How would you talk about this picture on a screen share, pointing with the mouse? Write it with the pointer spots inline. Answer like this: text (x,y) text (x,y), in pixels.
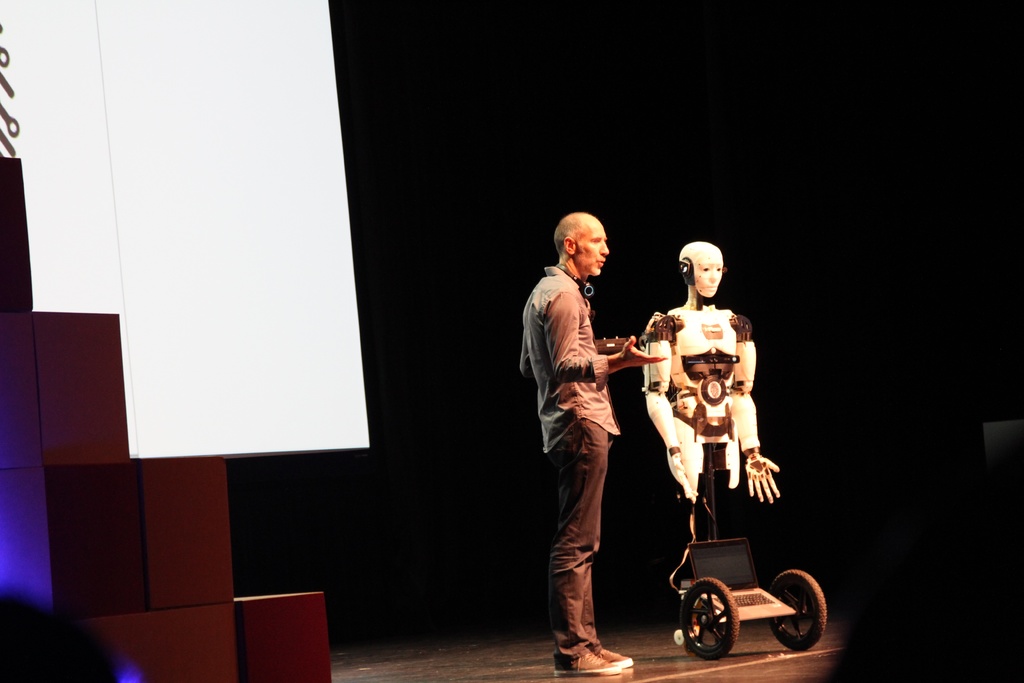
This image consists of a man (577,344) standing on the dais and talking. Beside him, there is a robot (745,587) along with the wheels (713,586). To the left (154,570), there are boxes (153,526) placed on one another. In the background (277,182), there is a white screen (231,231).
